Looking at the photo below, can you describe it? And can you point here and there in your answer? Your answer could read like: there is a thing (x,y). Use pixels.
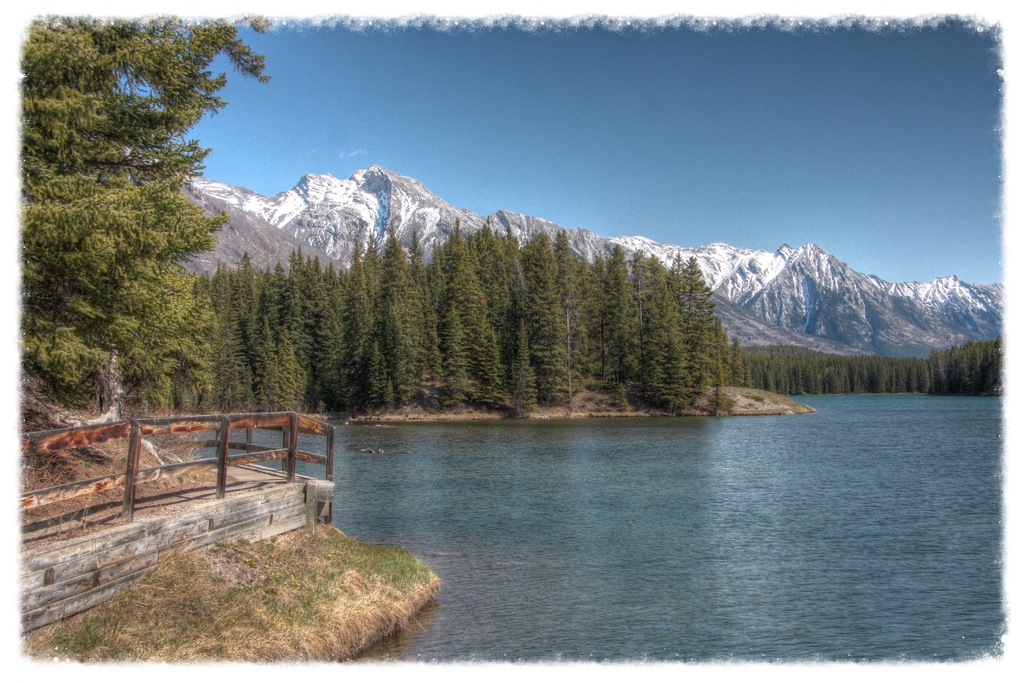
This is the picture of a lake (655,480) with some trees (219,323) around it and to the side of the lake (934,573) there is a bridge (182,543). In the background (252,249), there are some trees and mountains (821,343).
